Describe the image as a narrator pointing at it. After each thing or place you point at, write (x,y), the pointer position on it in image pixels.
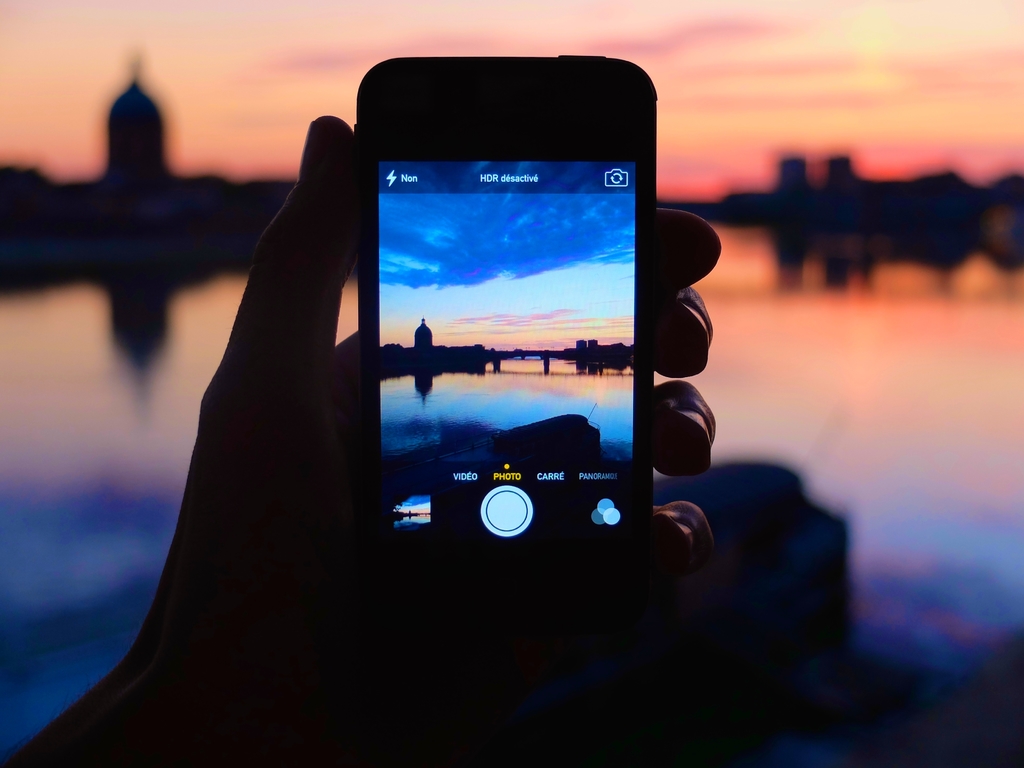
In this image we can see a person's hand (240,469) holding a mobile phone (586,481) where in the display (605,345) we can see the water (414,415), tower building (420,354) and the sky (549,290). The background of the image is slightly blurred.
